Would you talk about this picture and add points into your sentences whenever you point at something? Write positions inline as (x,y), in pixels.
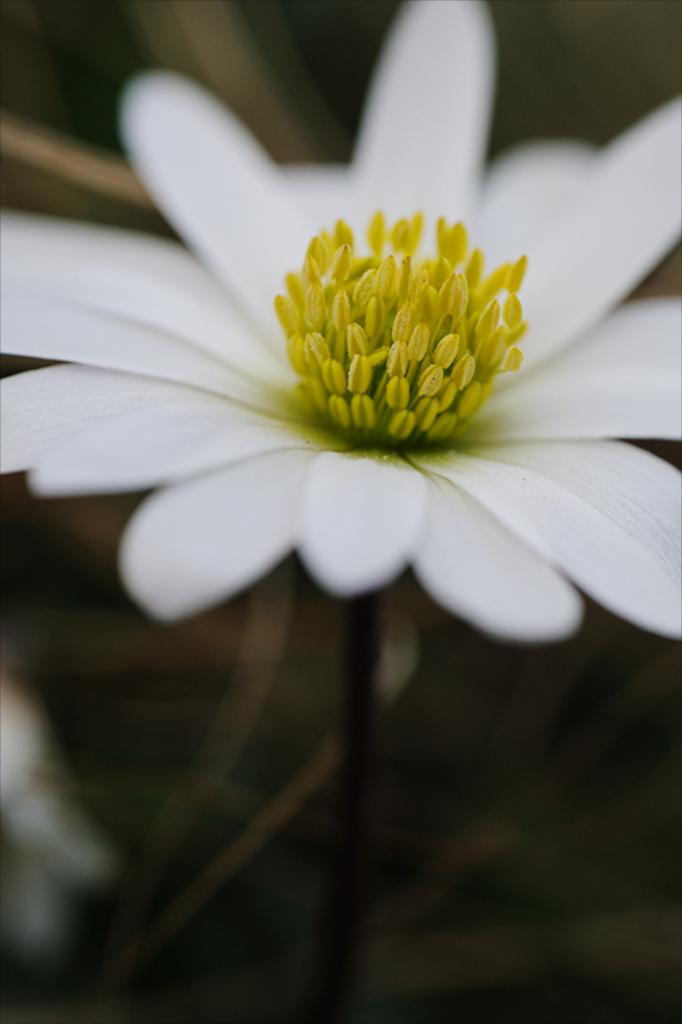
In this image we can see the white color flower (322,268). The background of the image (656,846) is dark and blurred.
